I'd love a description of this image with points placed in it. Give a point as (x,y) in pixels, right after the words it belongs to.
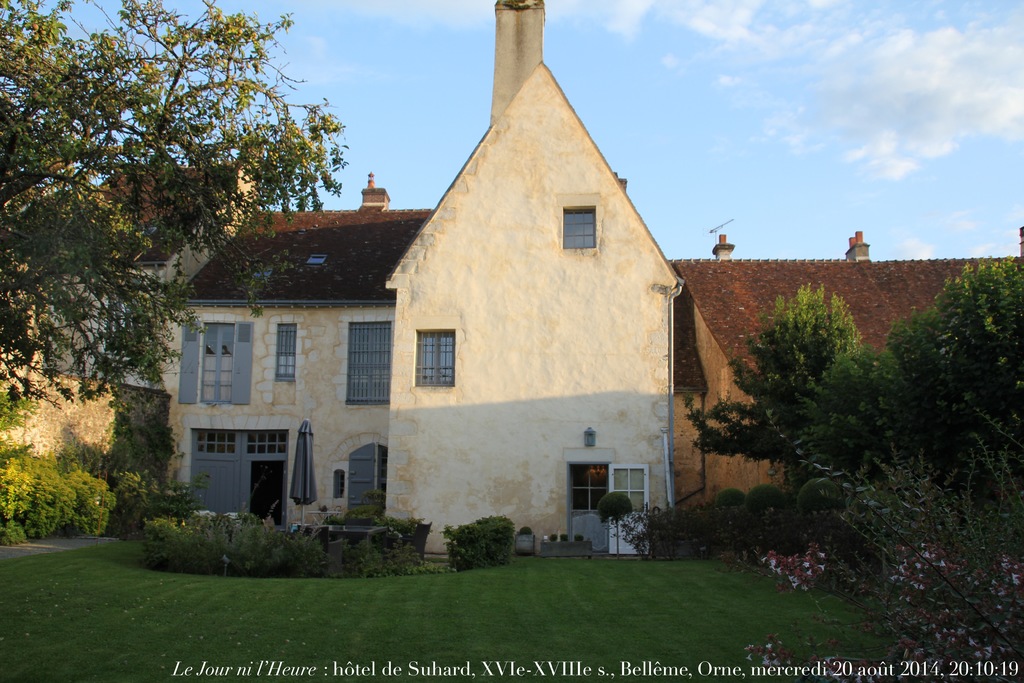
In this picture I can see the text (532,661) at the bottom (918,665), in the middle (356,450) there are trees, bushes (218,528) and houses (620,404). At the top (678,116) there is the sky (678,116).
